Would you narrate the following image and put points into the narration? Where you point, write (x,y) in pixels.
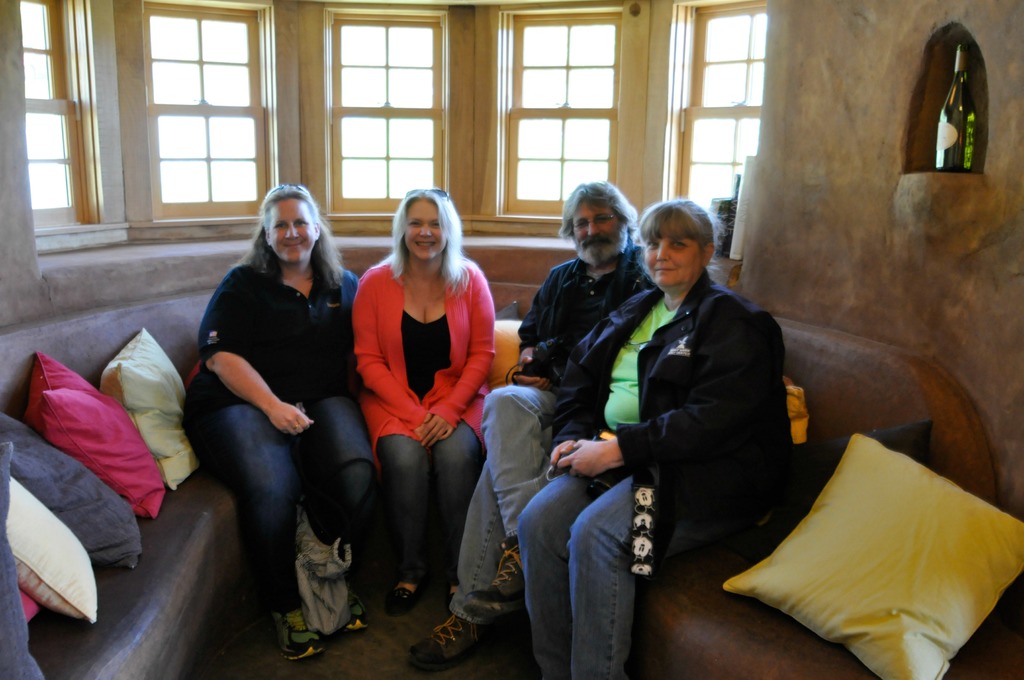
There are four persons (363,336) sitting on sofa (73,354) and we can see pillows (115,416). Background (911,214) we can see wall (861,113) and windows (363,129).
